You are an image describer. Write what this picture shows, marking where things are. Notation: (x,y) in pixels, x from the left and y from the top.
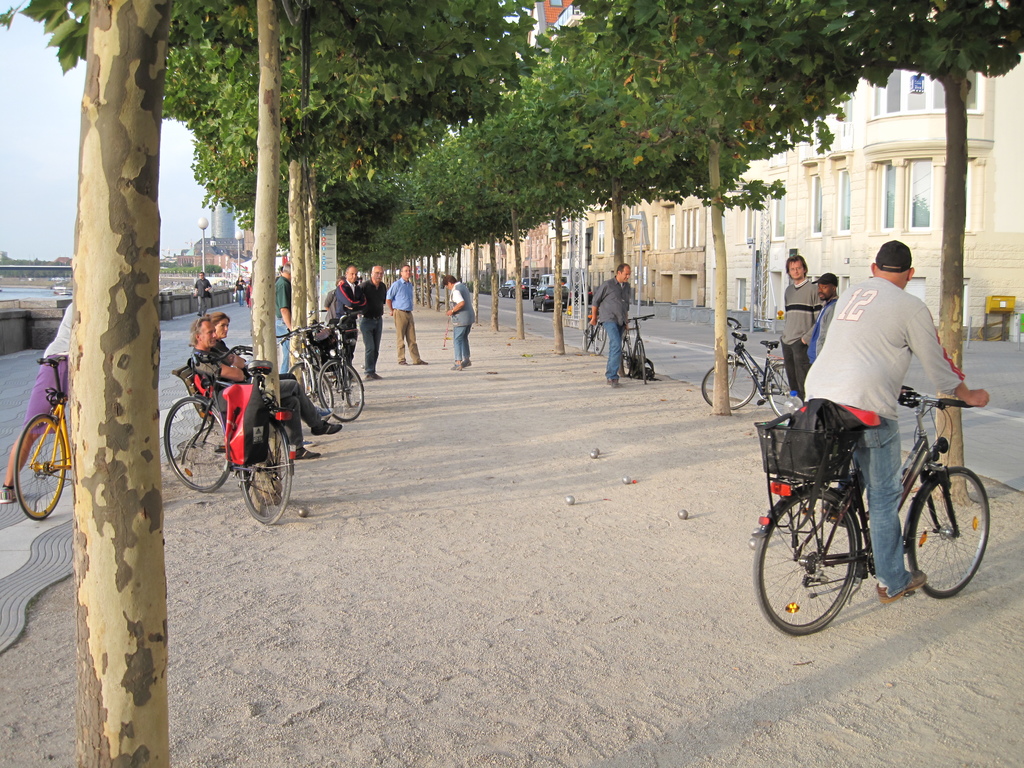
This image consist of persons (209,345) standing and sitting. The man (864,456) on the right side (864,456) is riding a bicycle (841,472) wearing a white colour t-shirt (866,372) and a black colour hat (893,271). In the center (387,265) there are trees (417,214) and there are bicycles (329,370). On the left side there is a pole (203,258) and there is a wall (27,324). On the right side (1002,220) there are buildings (669,228), vehicles (551,293), and the sky (62,140) is cloudy.
